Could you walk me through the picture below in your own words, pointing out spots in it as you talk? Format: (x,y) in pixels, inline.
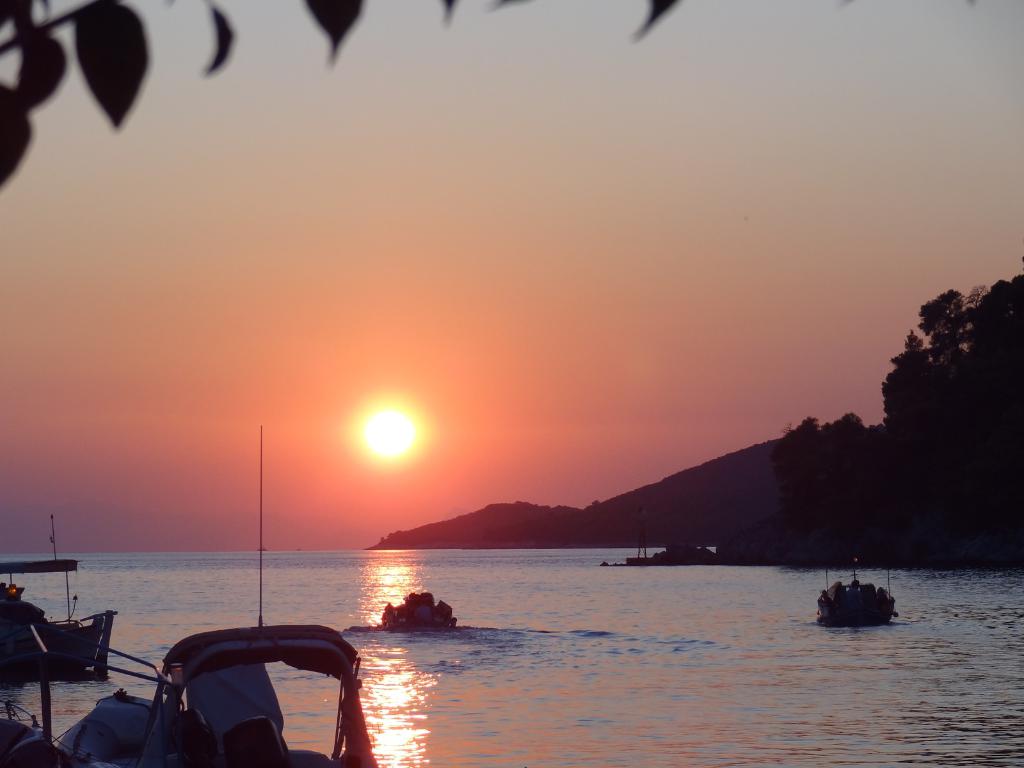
In this image we can see boats (288,659) on the water (324,711) and there are poles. In the background (476,535) there are trees (839,525), mountains (754,514) and sun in the sky (254,194). On the left side (15,101) at the top (133,47) we can see leaves (223,39).
